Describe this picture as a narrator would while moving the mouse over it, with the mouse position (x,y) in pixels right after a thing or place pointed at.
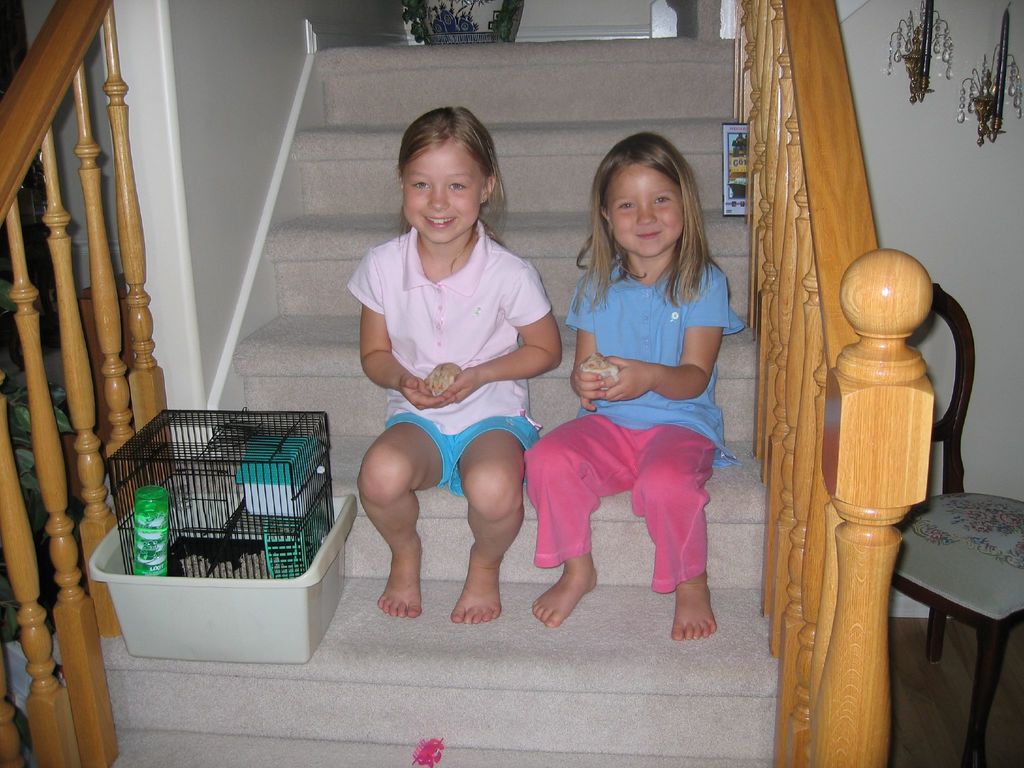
In this image we can see two girls (530,331) are sitting on the stairs (424,672). One girl (621,330) is wearing blue color t-shirt (639,407) with pink pant (582,479) and the other girl (460,366) is wearing pink color t-shirt (483,335) with blue shorts (456,446). To the both sides of the stairs (337,173) railing (817,417) is there. Right side of the image (998,417) we can see one chair (952,503), wall (952,187) and chandelier (1005,80). Left side of the image (232,600) we can see one plastic container (152,588) is kept on the stairs (318,677).
